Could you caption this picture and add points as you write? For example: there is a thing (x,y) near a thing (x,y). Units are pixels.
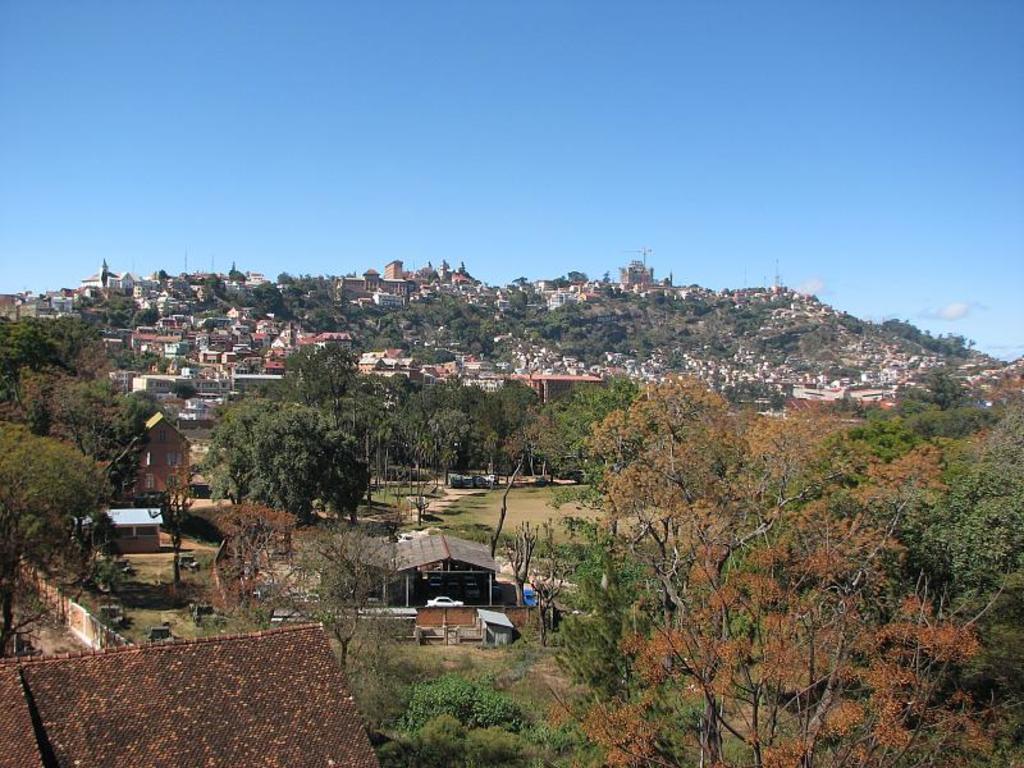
In this image I can see number of trees (343,589), number of buildings (474,543) and in the centre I can see a white colour car (439,602). I can also see the sky (691,205) and clouds (807,294) in the background (681,184).
